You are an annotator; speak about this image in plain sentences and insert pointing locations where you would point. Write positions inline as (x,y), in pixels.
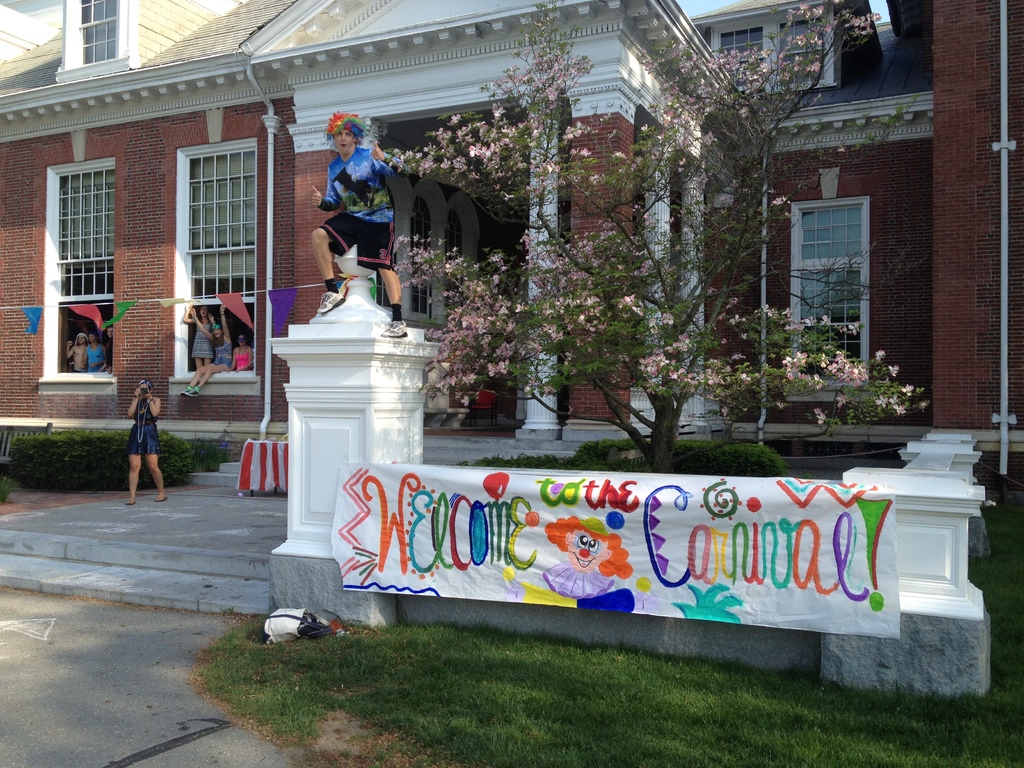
In this image we can see a building (78,180). In front of the building (78,180), tree (581,153) is there and grassy land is present. We can see one boundary wall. On boundary wall (314,517), colorful cloth (469,525) is there and one person (340,235) is standing on the pole (370,323) of the wall (367,329). Left side of the image (241,358) women (202,337) are standing and sitting in window (185,329). And one lady (155,424) is standing by holding camera (147,391) in her hand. Behind the lady (133,410) plants (77,459) are there.
